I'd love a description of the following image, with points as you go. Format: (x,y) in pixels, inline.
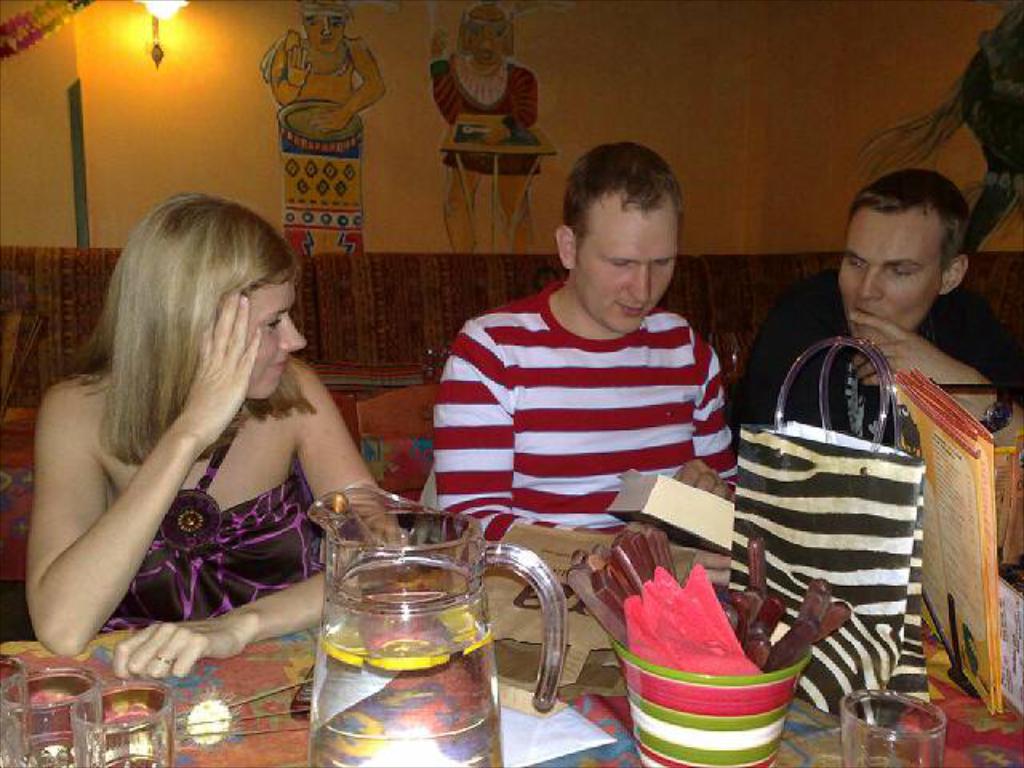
This picture is taken inside a room (671,210). There are three people (579,397) sitting on chairs (407,422) at the table (264,683). On the table (252,680) there is a water mug (337,681), glasses (65,716), bag (827,482), menu (973,484), holder (712,678) and papers (564,732). The man (595,396) in the center (556,410) is holding the box (675,483) and the people (280,445) sitting on two sides of him are looking the box (681,512). In the background (460,181) there is wall (407,204). On the wall (333,166) there is a lamp (158,2) and art (311,90).
